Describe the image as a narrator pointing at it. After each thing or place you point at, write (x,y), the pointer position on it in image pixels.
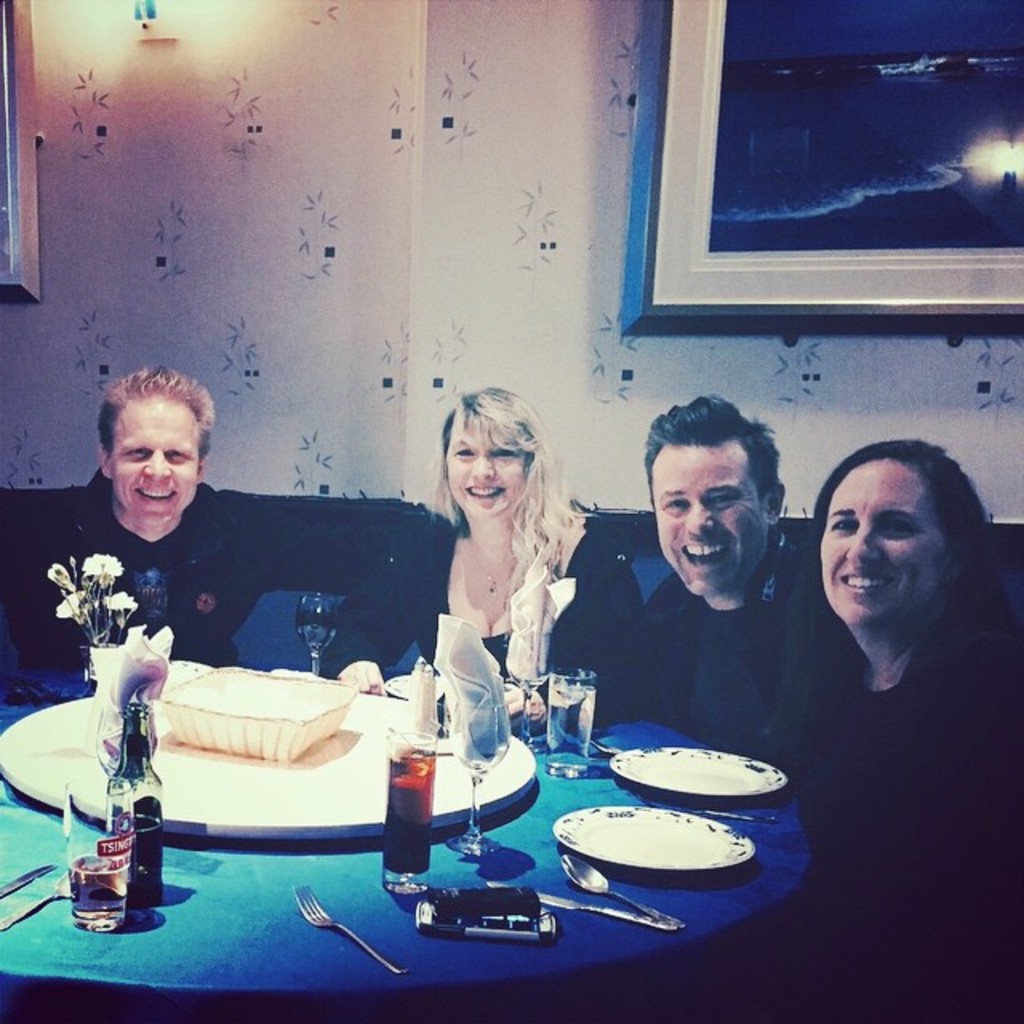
Here we can see a group of people (447,456) are sitting on the chair (276,624) and smiling, and in front (589,792) here is the table (586,805) and plates (571,820) some objects (571,746) on it, and at back (359,18) here is the wall (409,3) and photo frame (759,115) on it.
